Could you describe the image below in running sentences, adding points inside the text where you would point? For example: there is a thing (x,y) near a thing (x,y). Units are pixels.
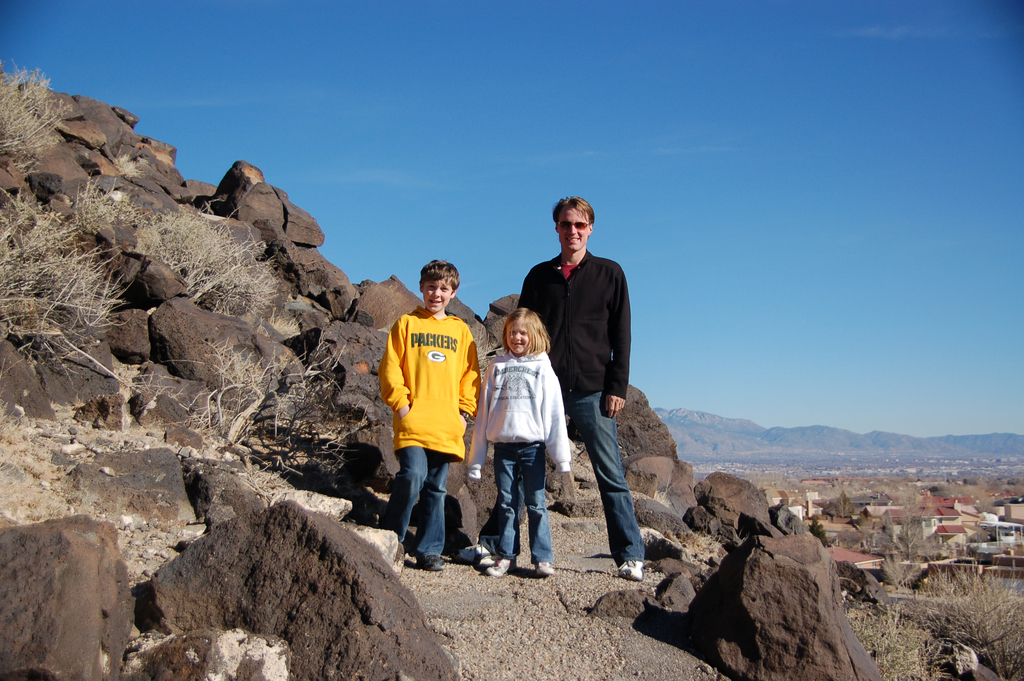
In the center of the picture (503,330) there is a man (566,363) and two kids (543,377) standing. On the left (258,326) there are stones (111,266) and shrubs (16,228). In the background (810,477) towards right (911,512) there are buildings (941,501), trees (936,493) and mountains (823,433). Sky (844,195) is clear and it is sunny.
